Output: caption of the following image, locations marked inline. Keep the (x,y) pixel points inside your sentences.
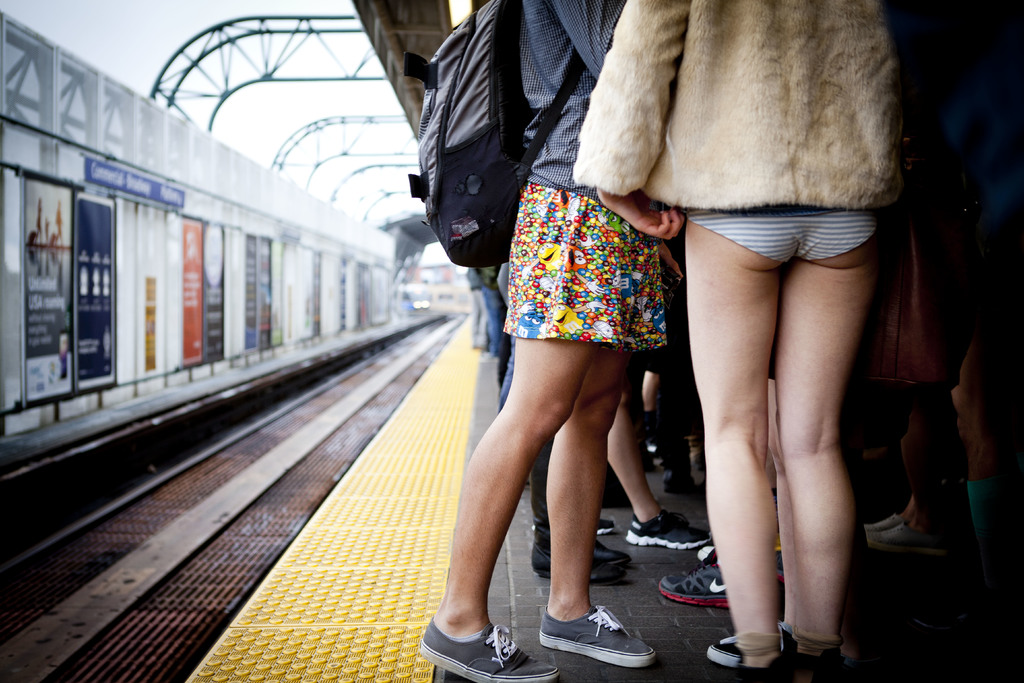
On the right (735,244) there is a woman (851,100) who is wearing brown color jacket (802,81), short (773,221) and shoe (787,639). Beside her we can see another woman (593,212) who is wearing top (553,176), short (548,296), shoe (552,638) and bag (502,127). In the background (472,280) we can see many people (482,306) standing on the platform (470,376). On the bottom left corner (173,640) we can see railway track (192,565). On the left (276,251) we can see many advertisement boards (318,264) on the steel wall (212,204). In the background (460,284) we can see train (407,294) and buildings (446,284). Here it's a sky (270,107).
